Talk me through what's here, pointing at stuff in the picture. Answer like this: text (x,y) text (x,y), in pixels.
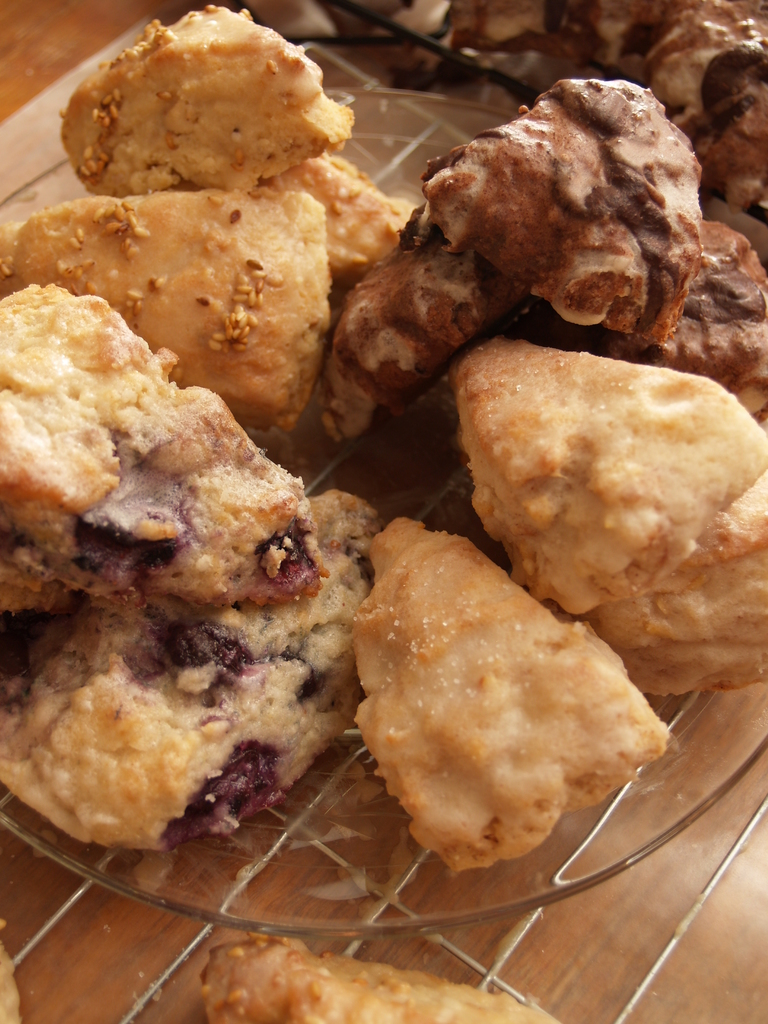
In this image I can see a table (95,906), on the table (86,958) I can see plate (103,877), on the plate (109,868) I can see bread pieces (303,500).
